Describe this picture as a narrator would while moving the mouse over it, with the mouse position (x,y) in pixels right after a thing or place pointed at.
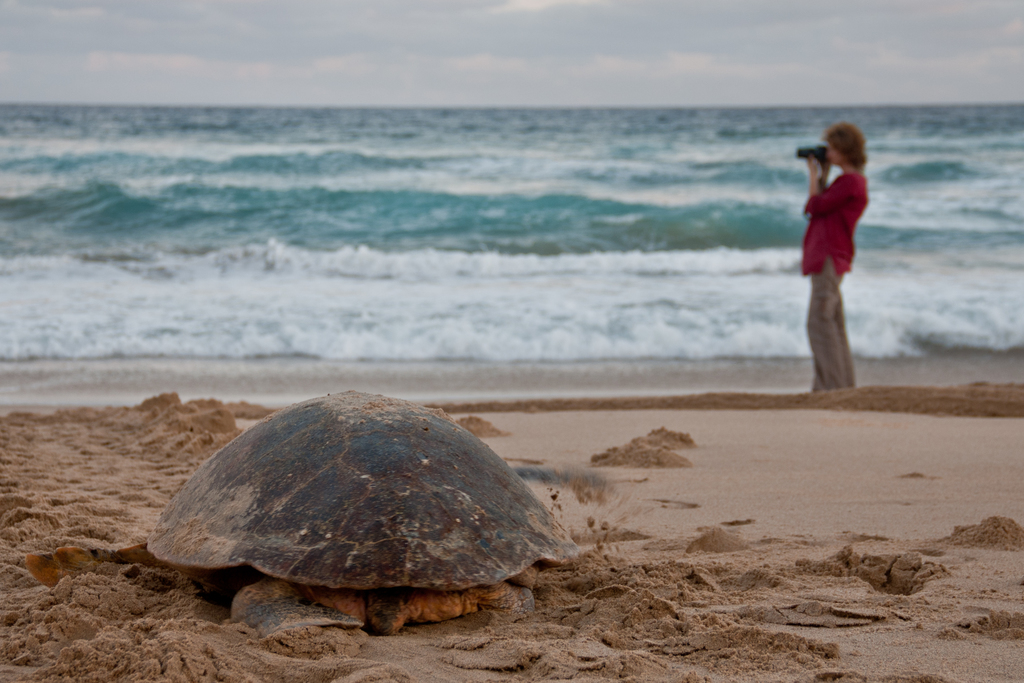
There is a sea (876,249) and a woman (840,257) is standing on the seashore (180,456) and capturing the photo, in the front (250,472) there is a turtle (360,479) on the sand (197,453).
